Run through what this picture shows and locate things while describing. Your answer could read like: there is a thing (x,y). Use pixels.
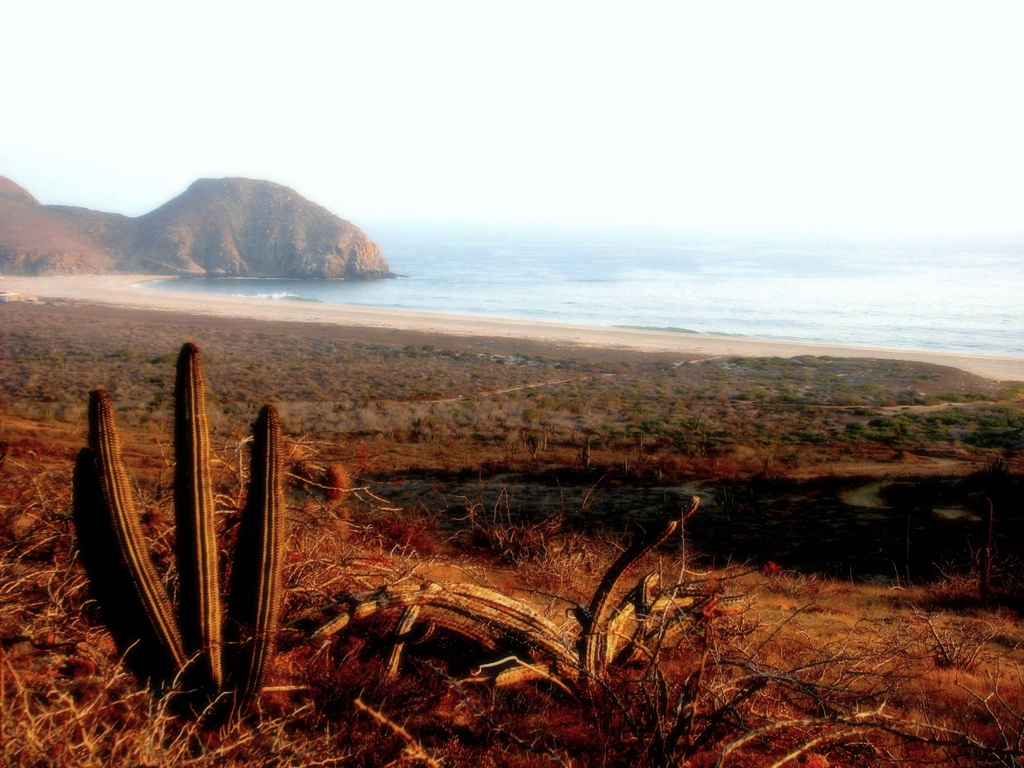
In this picture I can see the plants (317,515). I can see water (638,245). I can see sand (86,283). I can see the rock (277,218). I can see clouds (486,108) in the sky (523,54).
